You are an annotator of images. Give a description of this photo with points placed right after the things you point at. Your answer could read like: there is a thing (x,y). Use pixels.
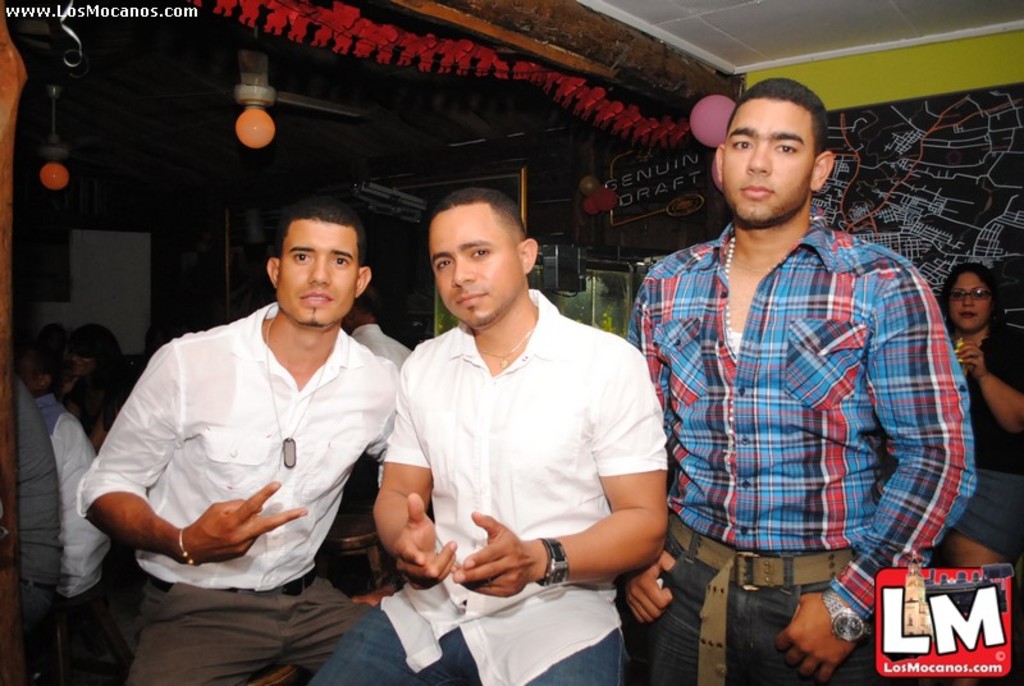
On the background of the picture (978,337) we can see a woman (991,330), eating something. She wore spectacles (980,300). We can see aquarium (595,293) and there are few balloons (705,126). This is a decorative paper (543,74) which is attached over the roof (607,80). These are the fans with lights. Here we can see few people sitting on the chairs (60,646) on the left side of the picture (62,627). In front portion of the picture we can see three men (464,577) giving a nice pose to the camera. This man (817,493) wore a watch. In the middle (487,454) we can see a person (486,487) with white colour shirt (486,468), beside him, this person (260,446) also wore white colour shirt (337,460).
